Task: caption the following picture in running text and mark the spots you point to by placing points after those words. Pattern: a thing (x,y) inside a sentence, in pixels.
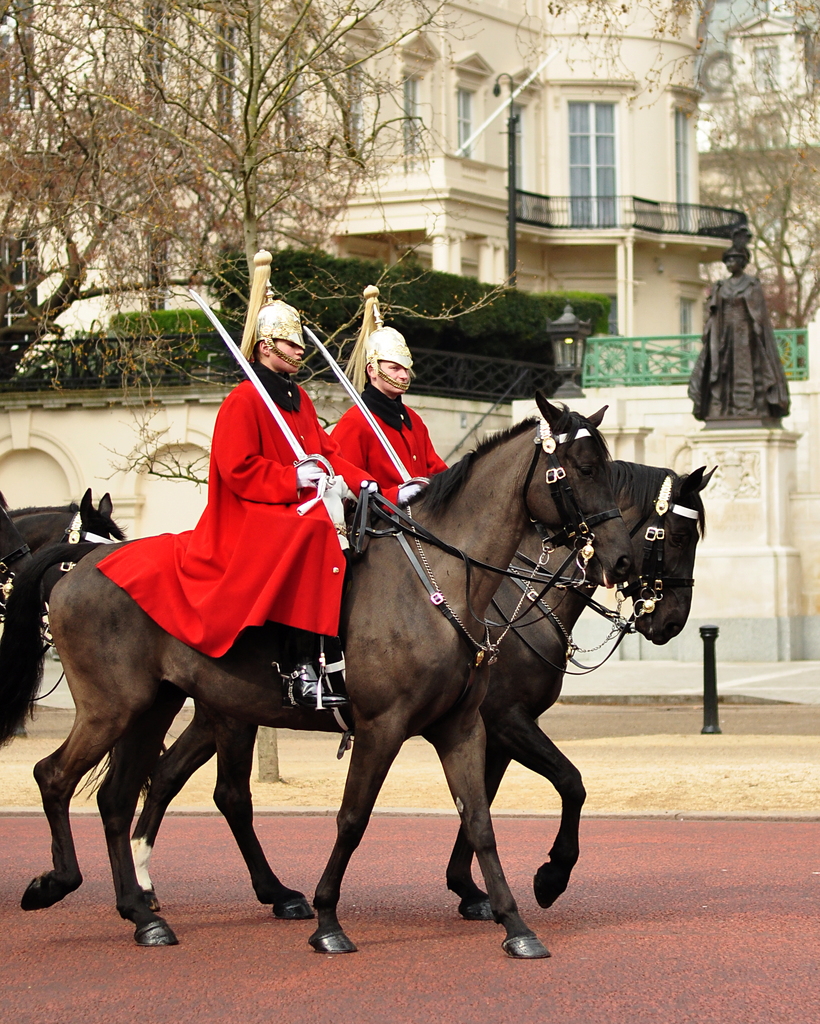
In the image there are two men (359,385) holding swords (273,406) in their hands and they are sitting on the horses (373,526). Behind them there are horses (684,486). Behind the horses (684,486) there is a pole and also there is a statue (698,379) on the pedestal (706,511). Behind the pedestal (719,507) there is a wall (51,450) with arches (51,450), designs (110,403) and fencing (431,360). Behind the fencing (151,369) there are bushes (537,350) and also there are trees (241,128). Behind them there are buildings (484,203) with walls (642,56), glass windows (616,162) and railings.
